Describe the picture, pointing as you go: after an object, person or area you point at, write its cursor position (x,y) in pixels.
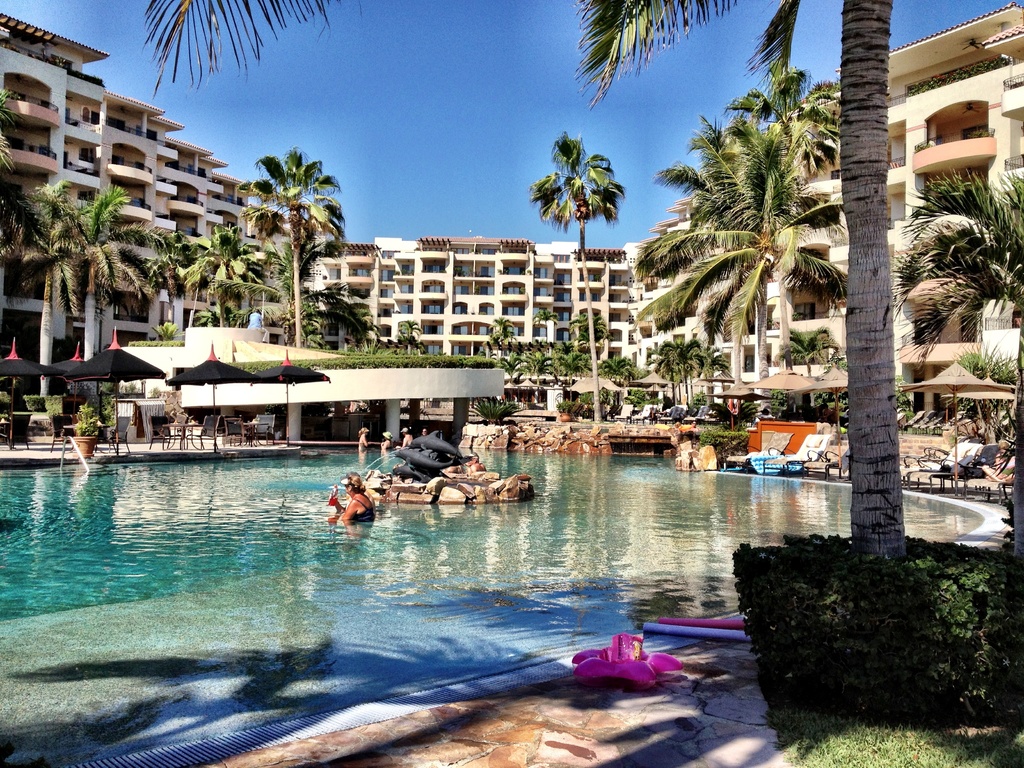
In this image we can see a swimming pool (415,518), statues (452,461), grass (909,728), plants (926,556), chairs (62,426), people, umbrellas (956,452), trees (885,440), buildings (360,268), and few objects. In the background (348,147) there is sky (701,104).
